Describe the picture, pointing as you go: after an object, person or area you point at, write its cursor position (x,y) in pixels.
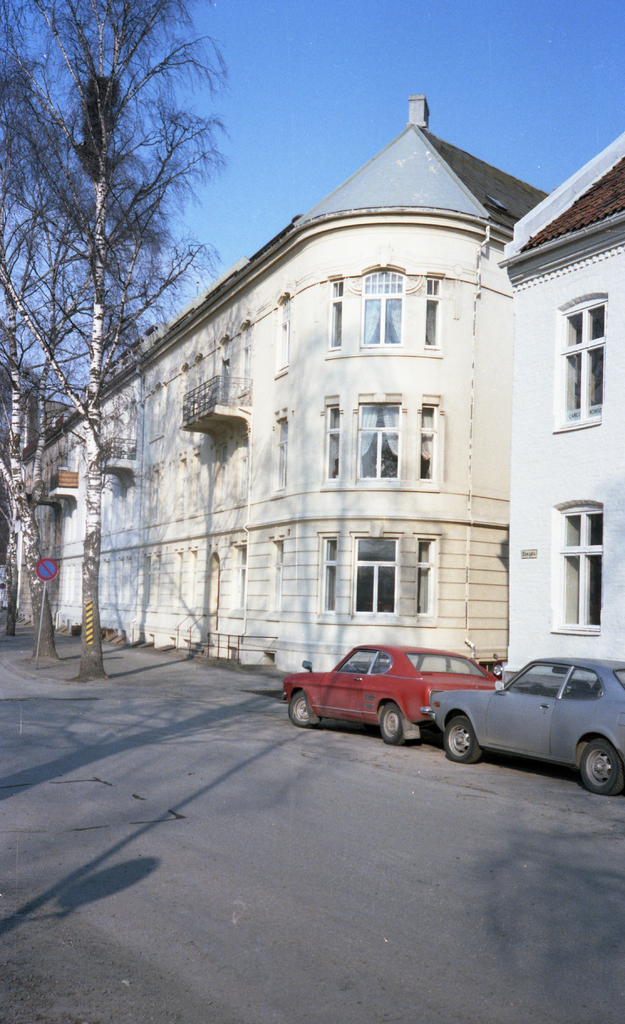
In this picture I can see the road (192,802) in front (26,724), on which there are 2 cars (584,701) and in the middle of this picture (313,517) I can see few trees (2,279) and buildings (407,270). I can also see a sign board (43,607). In the background (169,246) I can see the clear sky (322,31).
